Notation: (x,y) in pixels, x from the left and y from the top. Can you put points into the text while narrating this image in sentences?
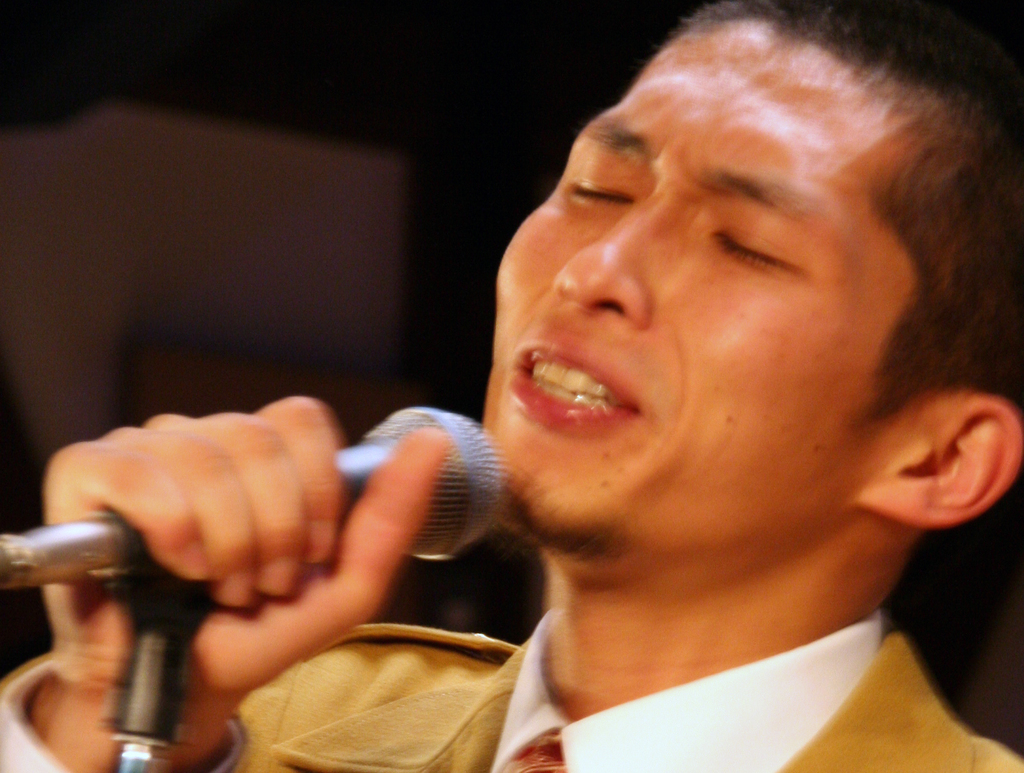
In the foreground of this image (634,653), there is a man (560,715) wearing cream coat (401,700) holding a mic (93,534) which is on a stand (153,710) and there is a dark background (477,116).
